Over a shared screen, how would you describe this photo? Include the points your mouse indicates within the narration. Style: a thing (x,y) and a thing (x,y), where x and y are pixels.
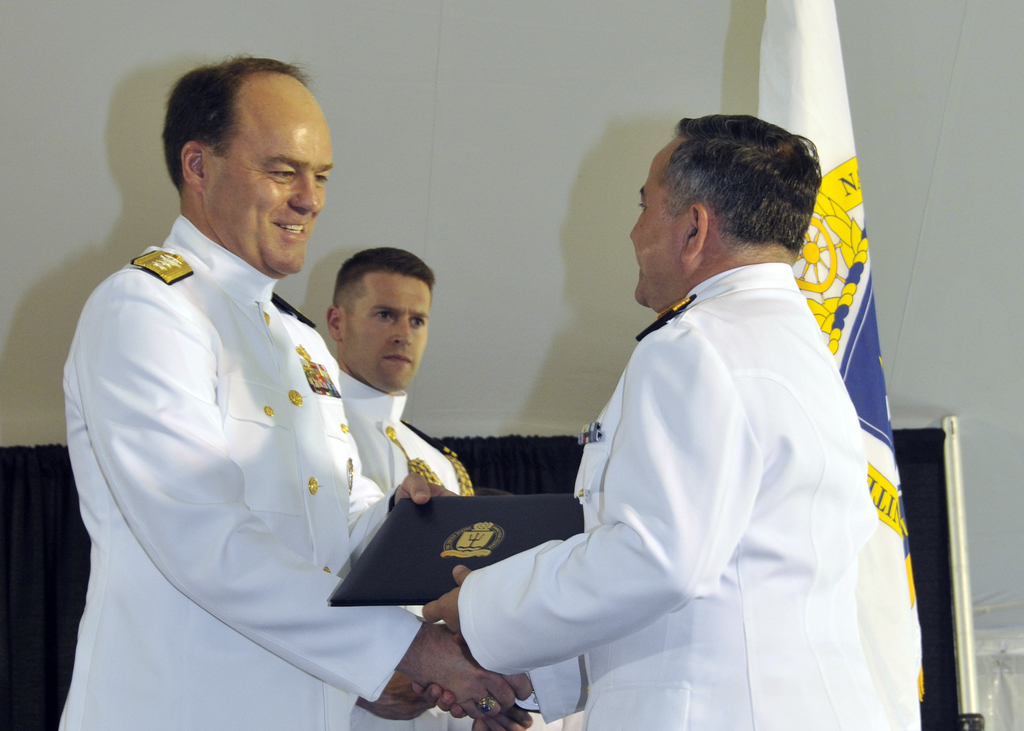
In this image we can see three men (236,542) are standing. They are wearing white color uniform (423,434) with badges (598,426). Two men (440,492) are holding a black color object (466,549) in their hand (463,567). In the background (501,269), we can see a wall (497,159), curtain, stand (955,448) and a flag (823,327).
